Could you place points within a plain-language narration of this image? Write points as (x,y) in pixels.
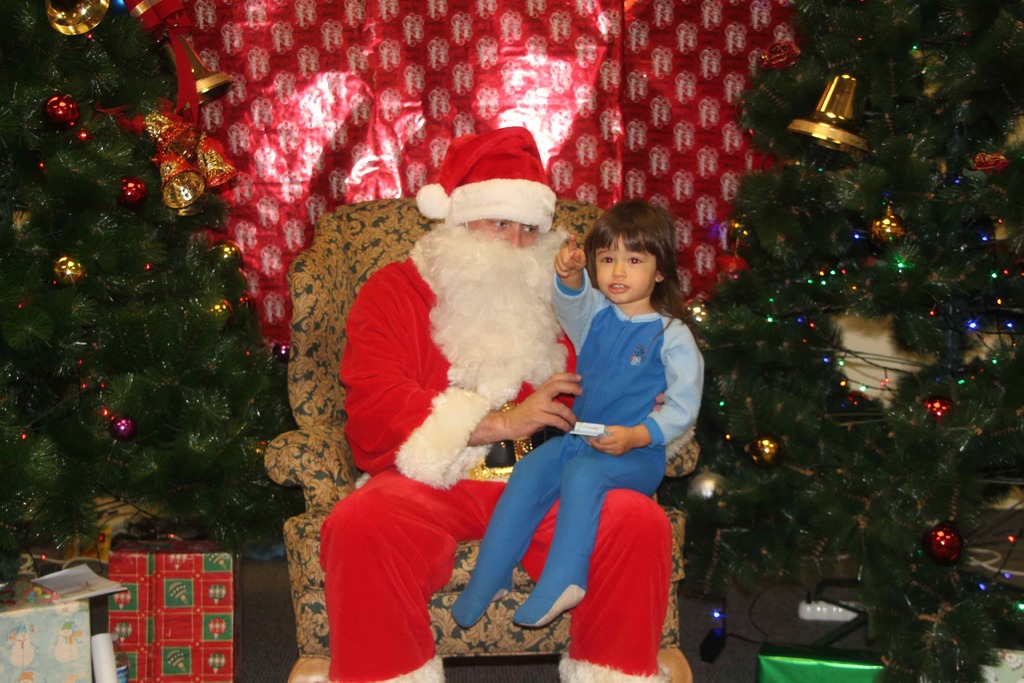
In the center of the image (352,445) we can see one person (407,394) is sitting on the chair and he is in red and white color costume (409,436). And we can see he is holding one kid (585,453). And we can see the kid (578,494) is holding some object (584,430). In the background (478,109) there is a curtain (505,121), x-mas trees (967,295), gift boxes (200,676) and a few other objects (836,612). And we can see some decorative items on the x-mas trees (54,257).
